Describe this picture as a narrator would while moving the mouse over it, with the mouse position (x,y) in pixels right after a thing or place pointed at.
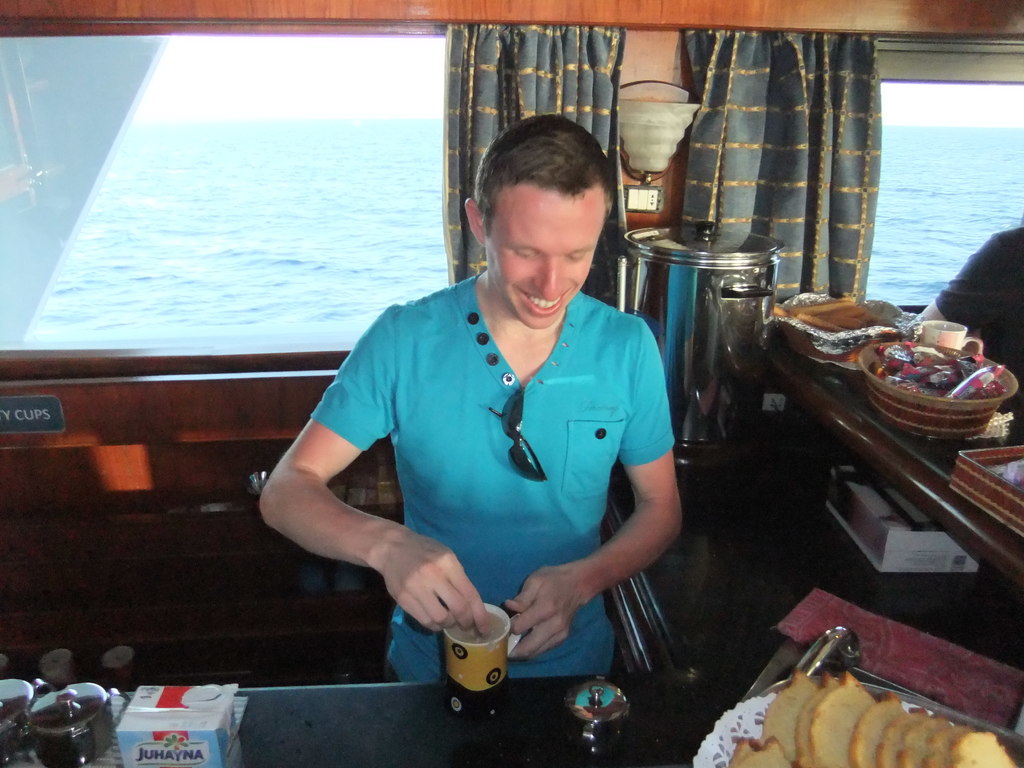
In this picture we can see a person (400,397) holding a cup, here we can see a kitchen platform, bowls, food items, boxes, another person hand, wall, name board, windows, curtains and some objects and from windows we can see water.
